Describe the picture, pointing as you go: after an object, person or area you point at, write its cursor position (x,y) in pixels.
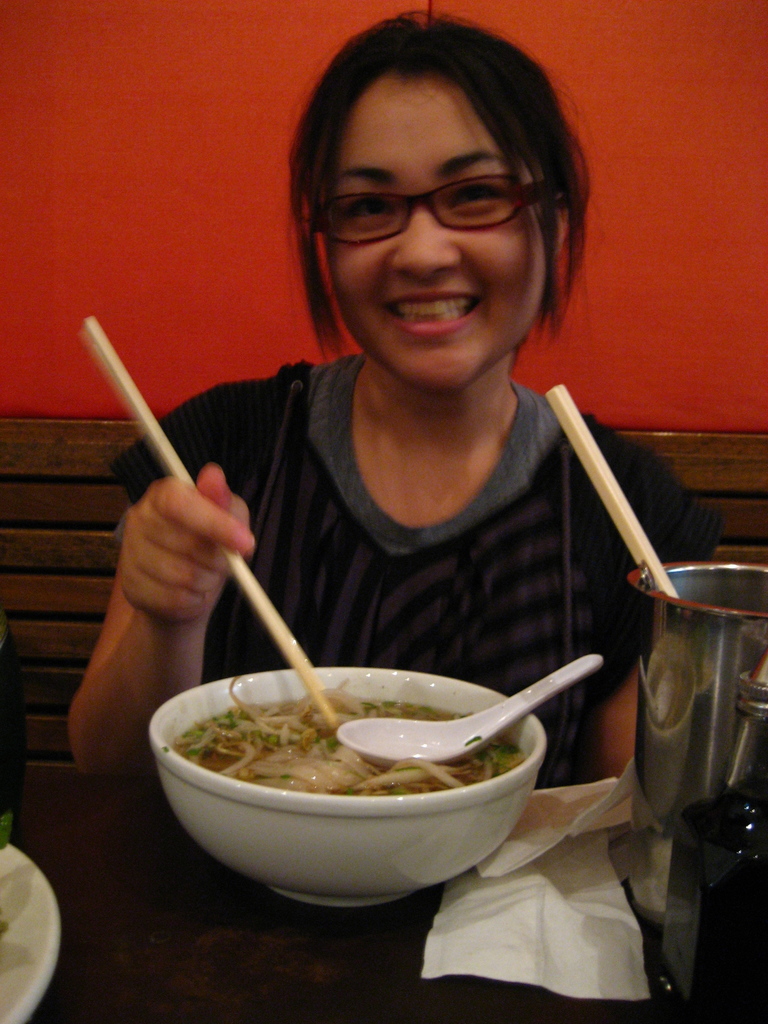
The image is taken in a restaurant (17,636). There is a lady (305,167) sitting and holding chopsticks (298,660). At the bottom of the image (301,928) there is a table (370,937) and a bowl (297,840) of food (252,749) we can also see a jug (707,740). In the background (294,93) there is a wall (322,52).
